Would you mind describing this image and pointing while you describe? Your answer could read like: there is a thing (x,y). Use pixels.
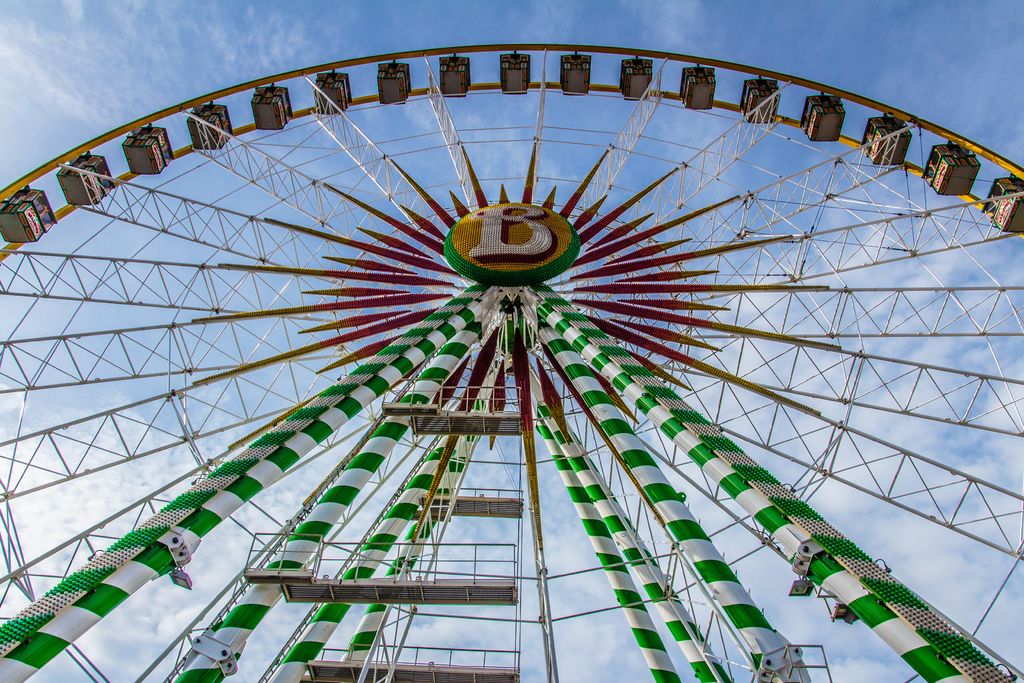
In this image, we can see there is a giant wheel (160,572). In the background (386,459), there are clouds (125,498) in the blue sky (949,45).
